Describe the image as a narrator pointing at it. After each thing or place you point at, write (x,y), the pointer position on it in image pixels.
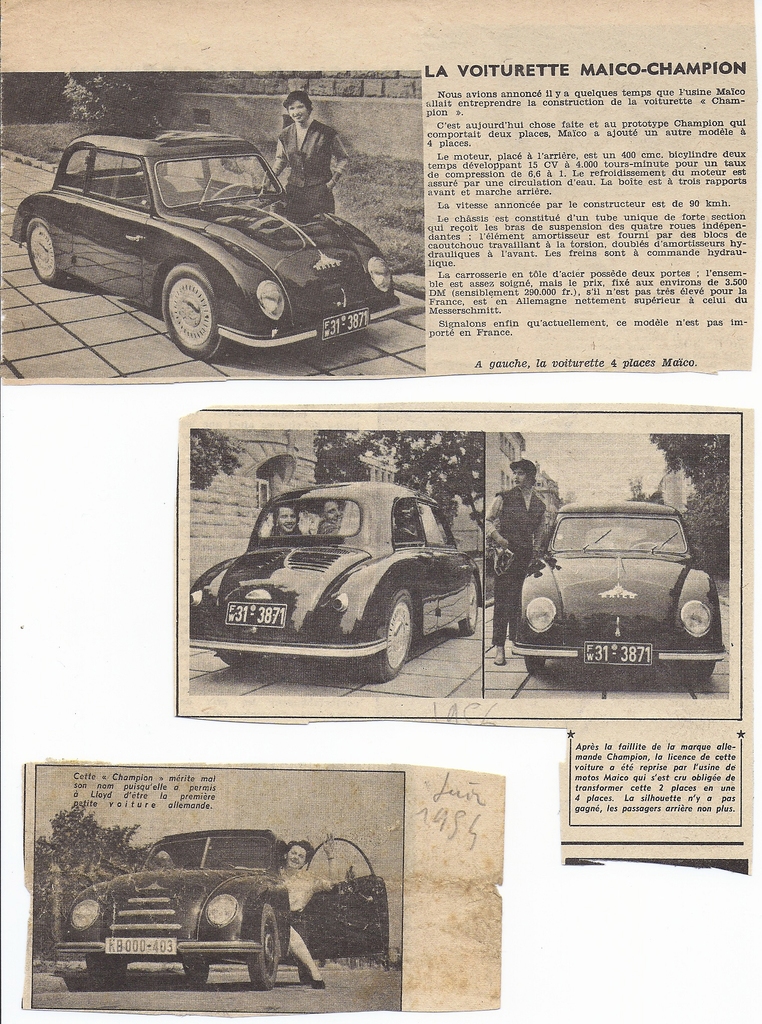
In this image there are paper clippings (460,990), on that there are cars (478,564) and some text (576,126).
